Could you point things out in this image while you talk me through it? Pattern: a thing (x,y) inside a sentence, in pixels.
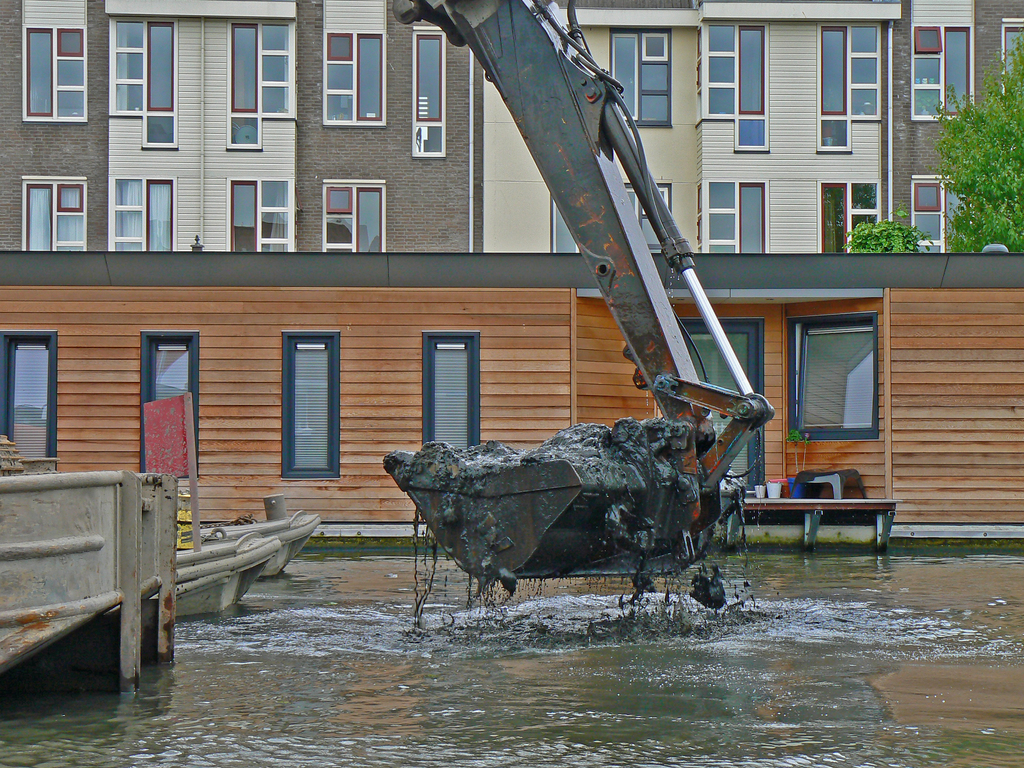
In this image, I can see waste particles (611,457) on an excavator bucket (539,512). In the bottom left side of the image (31,626), I can see an iron object (165,625), flag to a pole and there are boats (216,566) in the water (372,575). In the background (464,416) there are buildings (276,125) and a house (919,273). On the right side of the image (971,230), I can see the trees (975,218).
